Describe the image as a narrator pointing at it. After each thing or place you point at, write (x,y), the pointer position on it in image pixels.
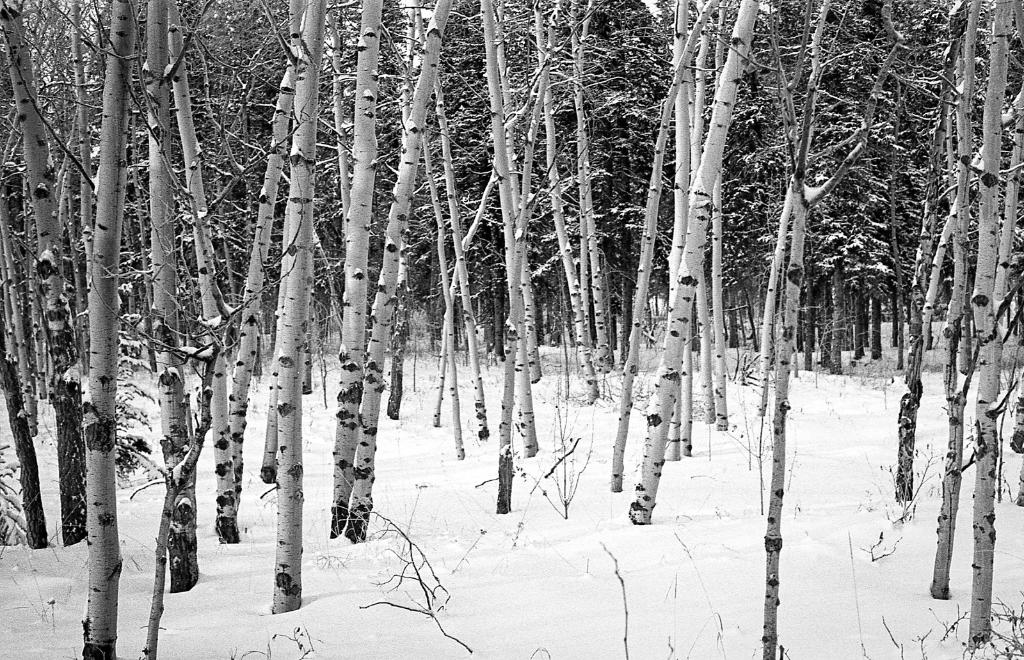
This is a black and white picture. I can see snow (597,558) and there are trees (505,349).
